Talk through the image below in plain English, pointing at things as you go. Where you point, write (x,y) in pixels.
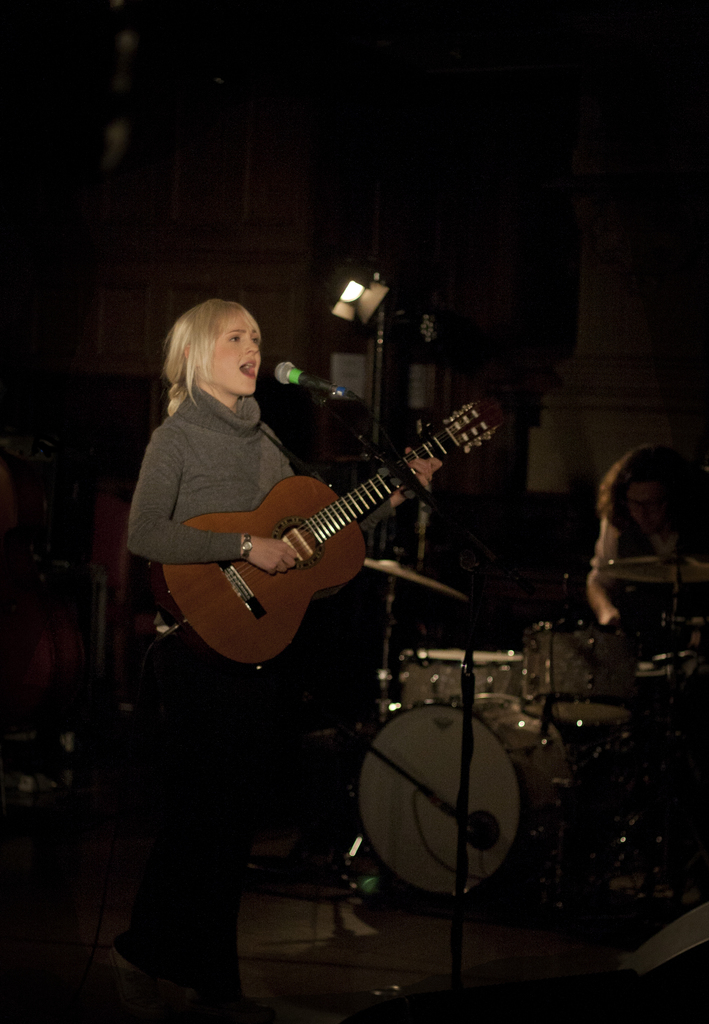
In this image we can see a lady (255,552) holding a guitar (232,618) in her hands (411,464) and playing it. There is a mic (284,379) in front of her through which she is singing. In the background (436,756) we can see a person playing drums (555,750).
